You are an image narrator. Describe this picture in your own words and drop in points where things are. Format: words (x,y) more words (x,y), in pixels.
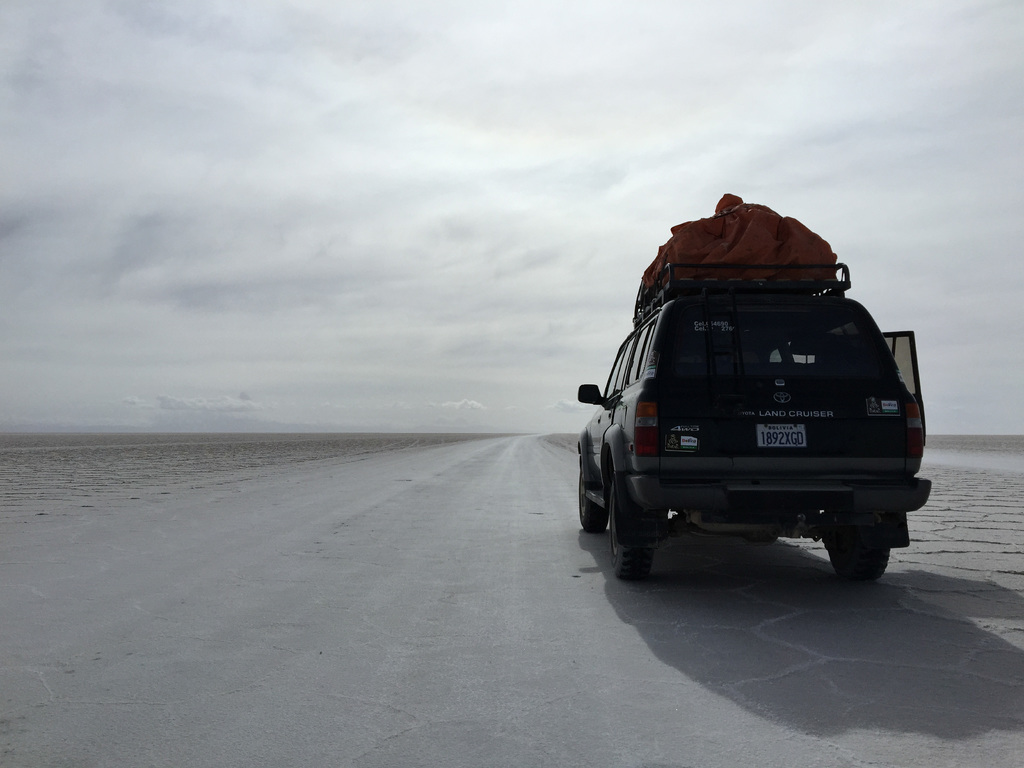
This image is taken outdoors. This image is a color image. At the top of the image (102,152) there is the sky (129,156) with clouds (246,81). At the bottom of the image (458,647) there is a road (120,649) and there is a ground (261,495). On the right side of the image (712,407) a car (691,416) is on the road (298,509). There is a luggage (692,236) at the top of the car (814,288).
